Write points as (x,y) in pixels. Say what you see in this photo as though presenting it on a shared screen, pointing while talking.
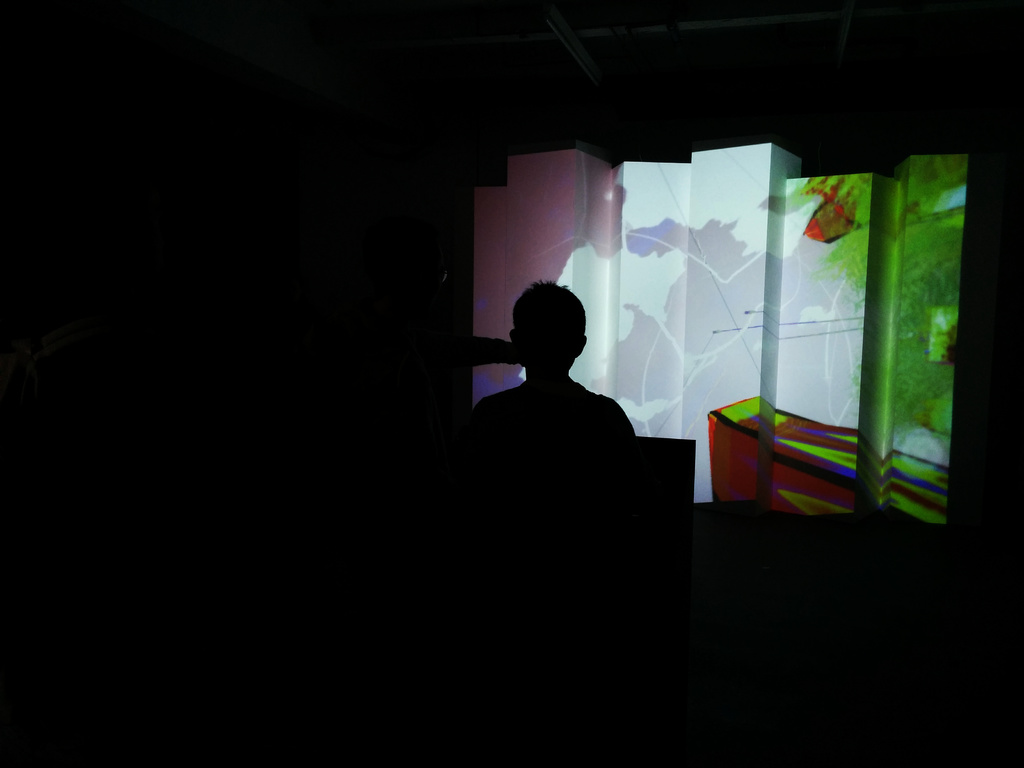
In this picture there is a person (530,385) and there is a painting (718,284) which is in green, white and pink color in the background (705,297).
